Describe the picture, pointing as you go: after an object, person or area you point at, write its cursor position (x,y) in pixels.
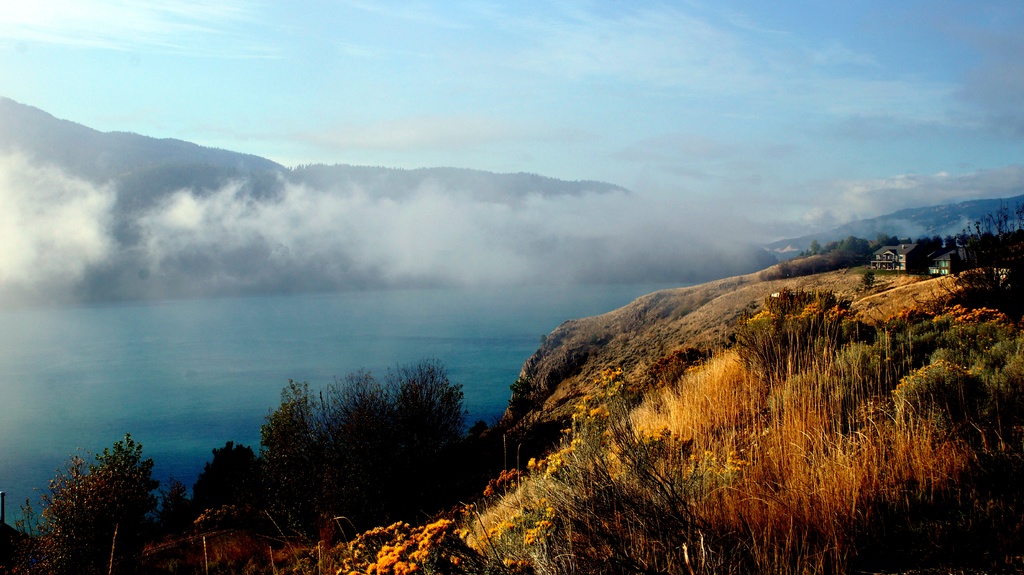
In this image there are mountains (756,376). There are plants (618,444) and trees (426,470) on the mountains (454,492). To the right (894,255) there are buildings (904,265) on the mountains (857,283). In front of the mountains (606,322) there is the water (348,341). In the background (225,161) there are mountains (192,171). At the top (460,49) there is the sky (361,66). There is the fog (356,220) in the air (578,239).
